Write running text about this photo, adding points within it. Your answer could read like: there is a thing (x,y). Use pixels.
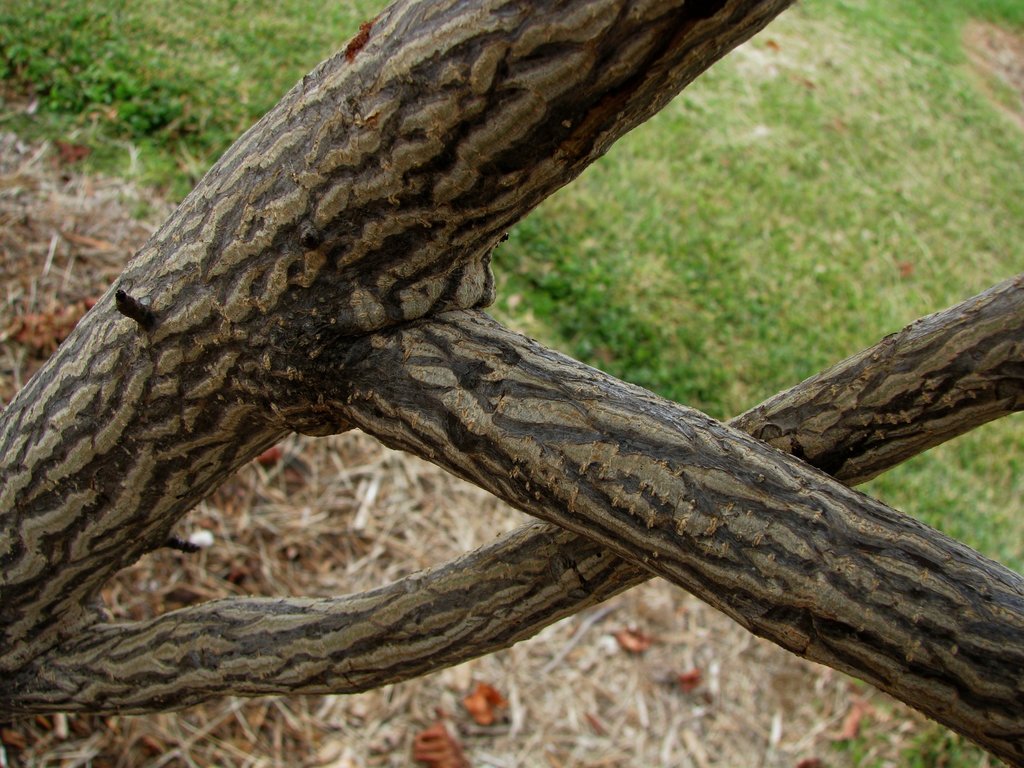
In this picture we can see a plant (556,395) in the front (499,428), in the background (629,345) there is grass (643,286) and some leaves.
